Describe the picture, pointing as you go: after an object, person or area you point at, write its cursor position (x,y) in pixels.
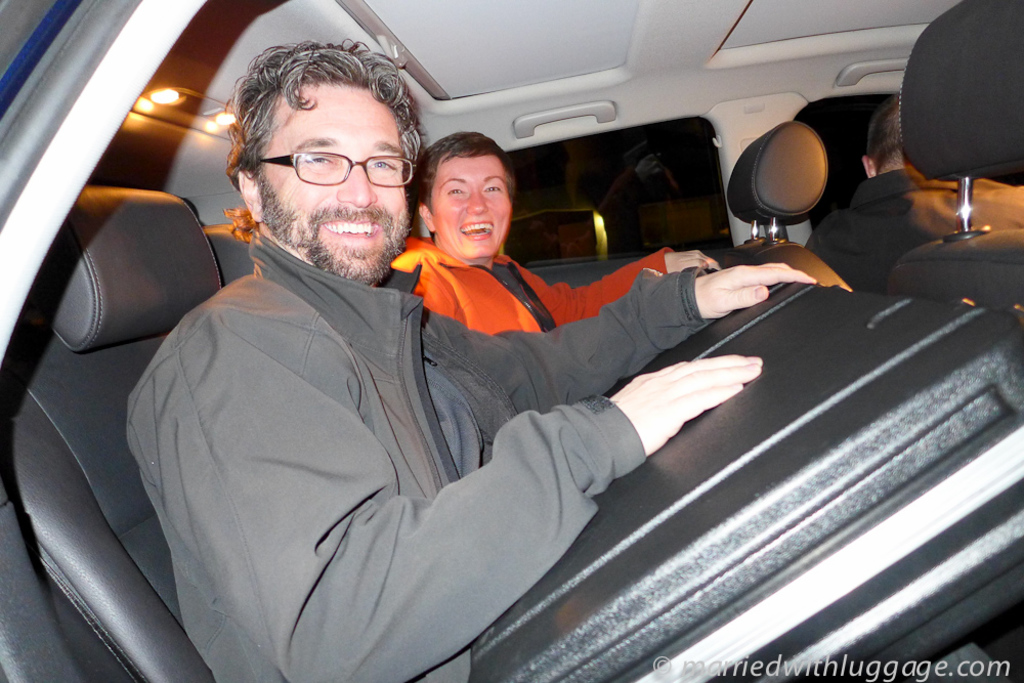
There is a person (518,282) in orange color shirt (482,296) and a person (290,267) in gray color coat (301,388) smiling and sitting on the seat (137,374) of a vehicle (59,21). And the background (598,143) is dark in color.
